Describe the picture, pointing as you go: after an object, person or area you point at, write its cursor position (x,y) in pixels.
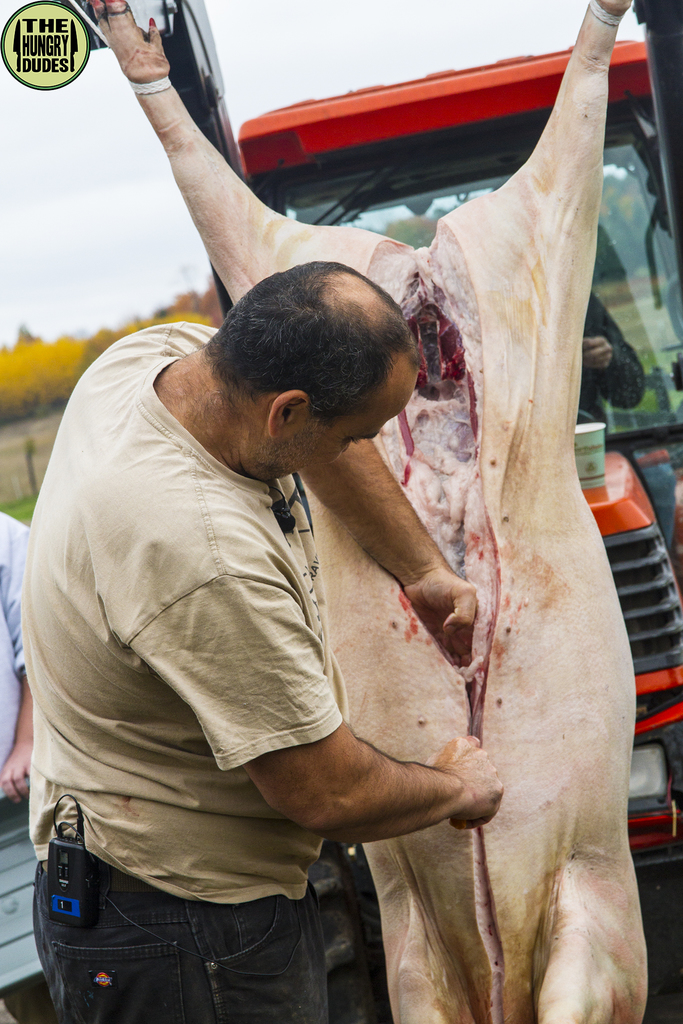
In this image in the foreground (480,270) there is an animal (127,37) tied with the ropes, on the left side (124,594) a person (142,555) cutting the animal body (478,629), behind the animal (549,173) there is a vehicle (178,81), at the top (324,62) there is the sky (240,87) and on the left side (31,391) there is another person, may be some trees (40,388) visible. In the top left corner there is text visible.
